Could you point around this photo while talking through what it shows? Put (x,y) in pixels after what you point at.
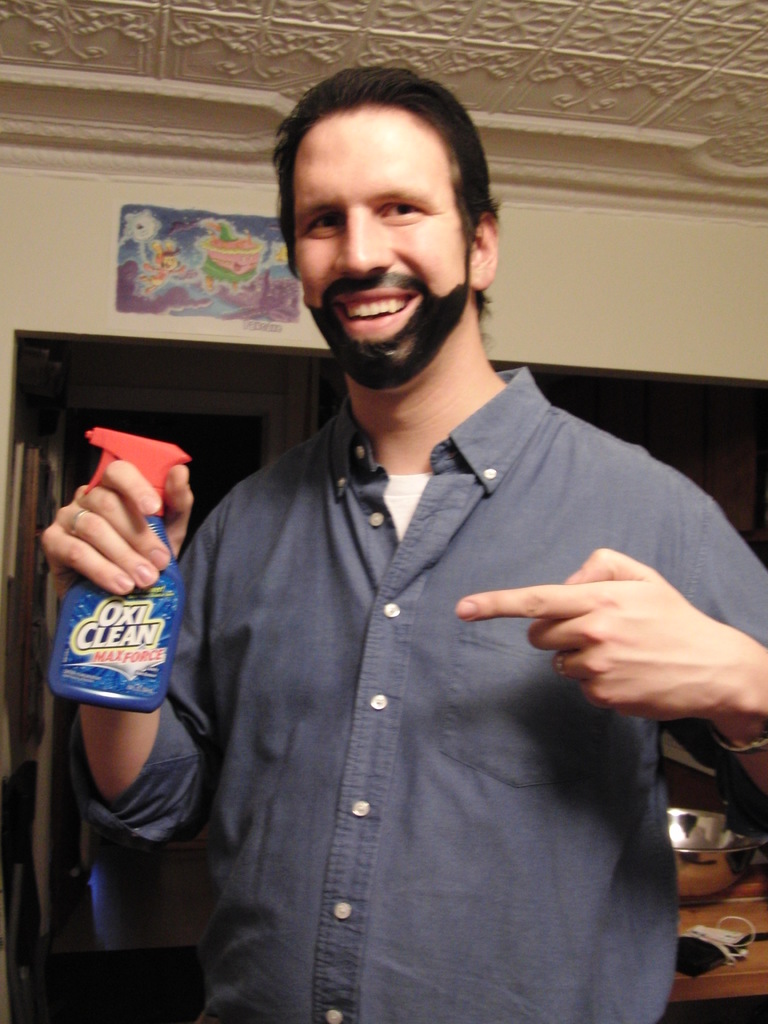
In this image we can see a man (234,688). He is wearing grey color shirt (375,583) and holding a bottle (125,635) in his hand (139,548). We can see a painting (131,266) on the wall (96,201) and door (243,407) in the background (237,410). At the top of the image (222,60), roof (477,62) is there with some design (485,5). We can see a table (728,983) in the right bottom of the image (737,986) and some things (720,928) are present on the table (756,911).
